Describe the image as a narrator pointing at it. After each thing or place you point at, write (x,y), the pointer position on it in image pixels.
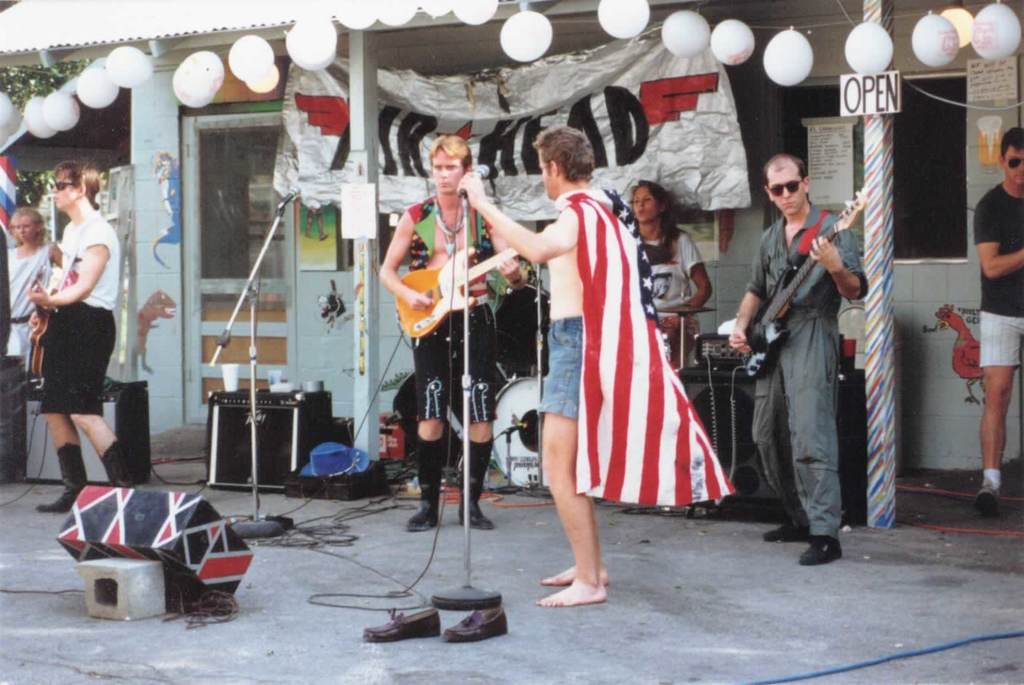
In the picture I can see a few persons (456,218) standing on the road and they are playing the musical instruments (753,356). I can see three men (93,348) playing the guitar (765,351) and I can see a man (581,189) singing on a microphone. There is a woman (692,278) in the background (695,291). I can see a man (1014,146) wearing a black color T-shirt (1004,203) and he is on the right side (1015,235). I can see the balloons (991,38) at the top of the picture (541,29).
